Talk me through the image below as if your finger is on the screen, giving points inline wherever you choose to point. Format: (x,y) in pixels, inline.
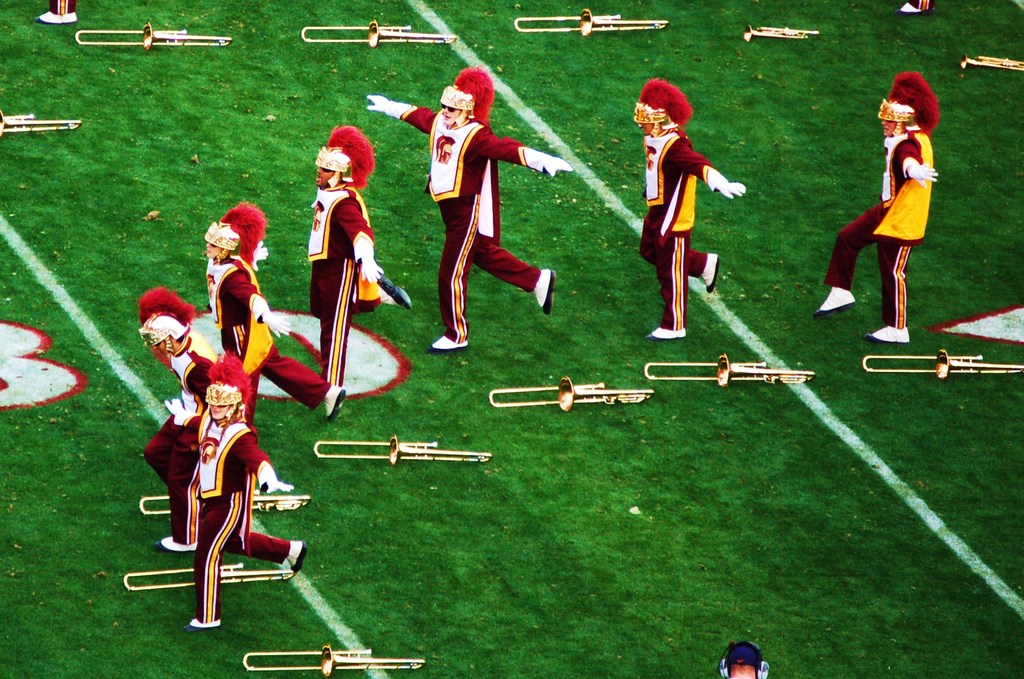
In this image I can see the group of people (386,286) with white and maroon color dresses (310,259). These people (704,170) are on the ground (525,555). To the side of these people (236,496) I can see many trombones (366,457) on the ground (465,499).
